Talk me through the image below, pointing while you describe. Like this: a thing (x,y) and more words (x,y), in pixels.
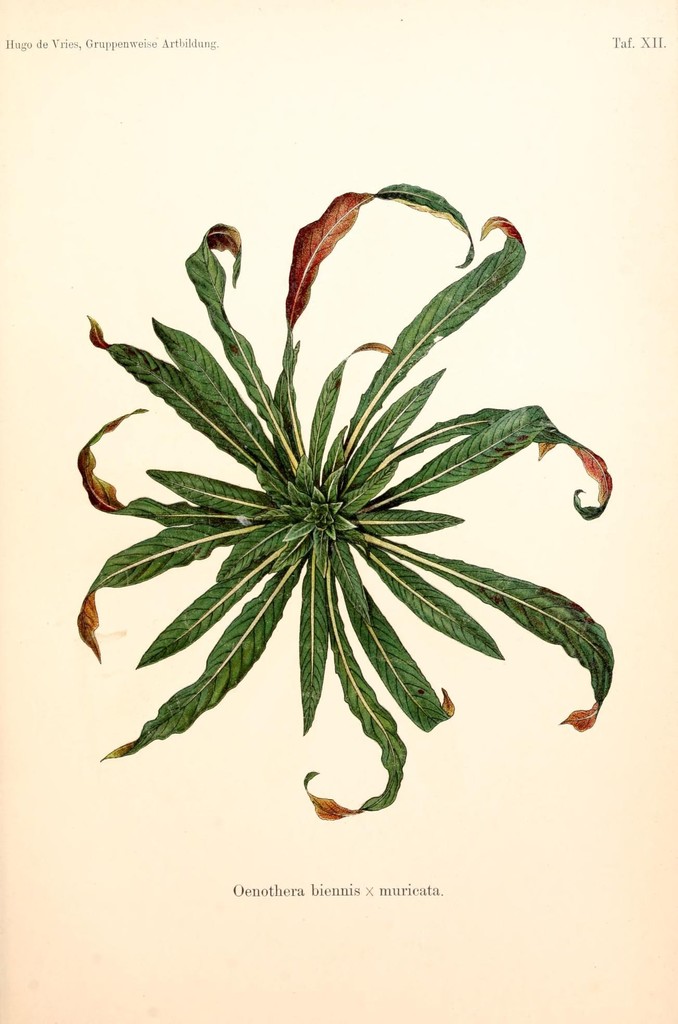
In this image I can see leaves (314,253) and text (143,44) and this image looks like paper cutting (115,613) of books (65,727).
